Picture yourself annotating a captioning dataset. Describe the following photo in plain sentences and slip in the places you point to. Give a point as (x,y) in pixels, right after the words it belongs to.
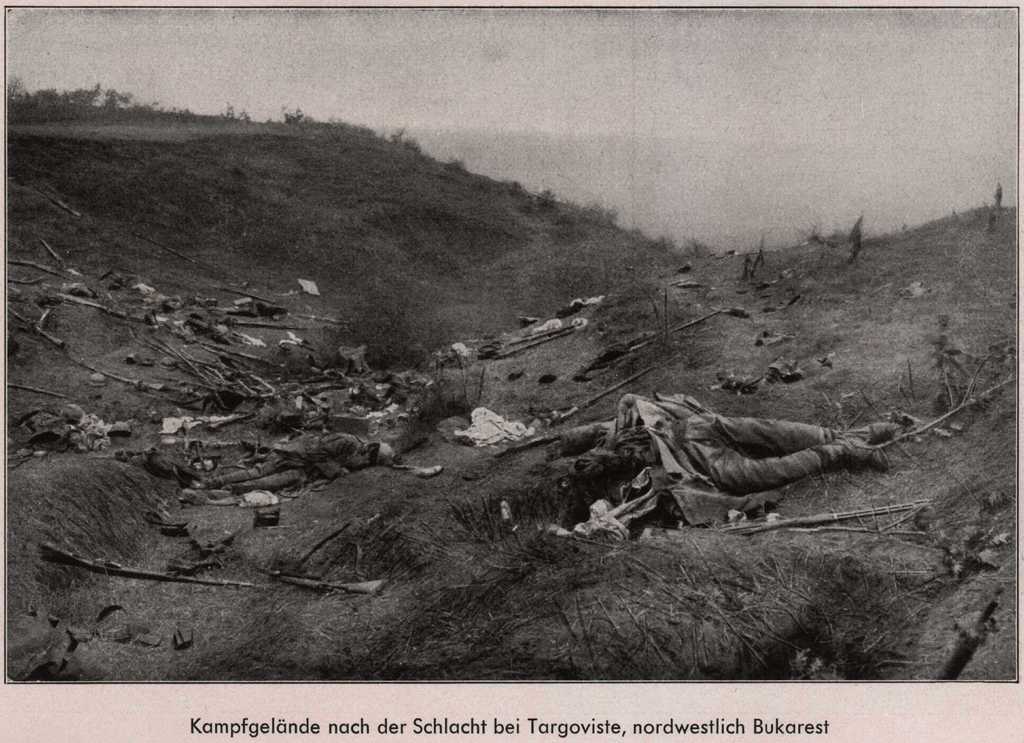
This is a black and white image and here we can see people (199,477) lying on the ground (468,385) and there are sticks (549,420), cloths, some papers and other objects (433,379) and there is hill (455,252). At the bottom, we can see some text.
